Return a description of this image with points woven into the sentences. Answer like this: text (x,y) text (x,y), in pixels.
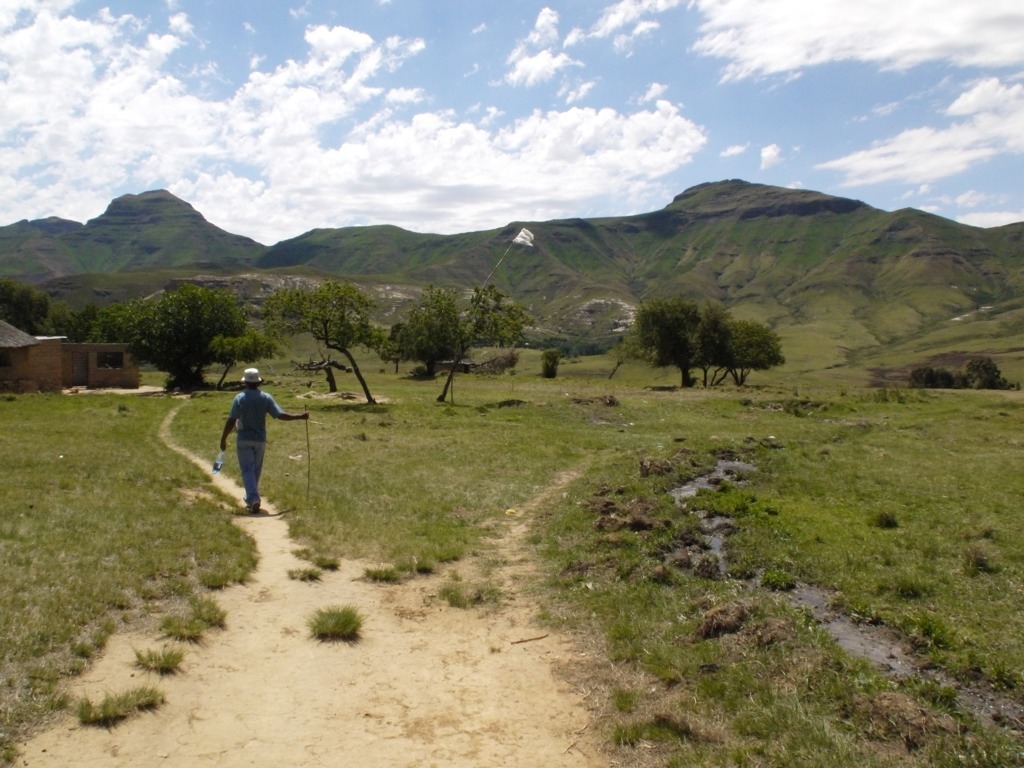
On the left side of the image (248,452) we can see a house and a man (248,381) is walking and holding a stick (306,413), bottle (219,456) and wearing a hat (255,375). In the background of the image (269,374) we can see the hills (424,255), trees (199,294), grass (627,553). In the center of the image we can see a flag (530,229). At the bottom of the image (561,632) we can see the ground (464,639). At the top of the image (396,117) we can see the clouds (315,213) in the sky (852,27).
